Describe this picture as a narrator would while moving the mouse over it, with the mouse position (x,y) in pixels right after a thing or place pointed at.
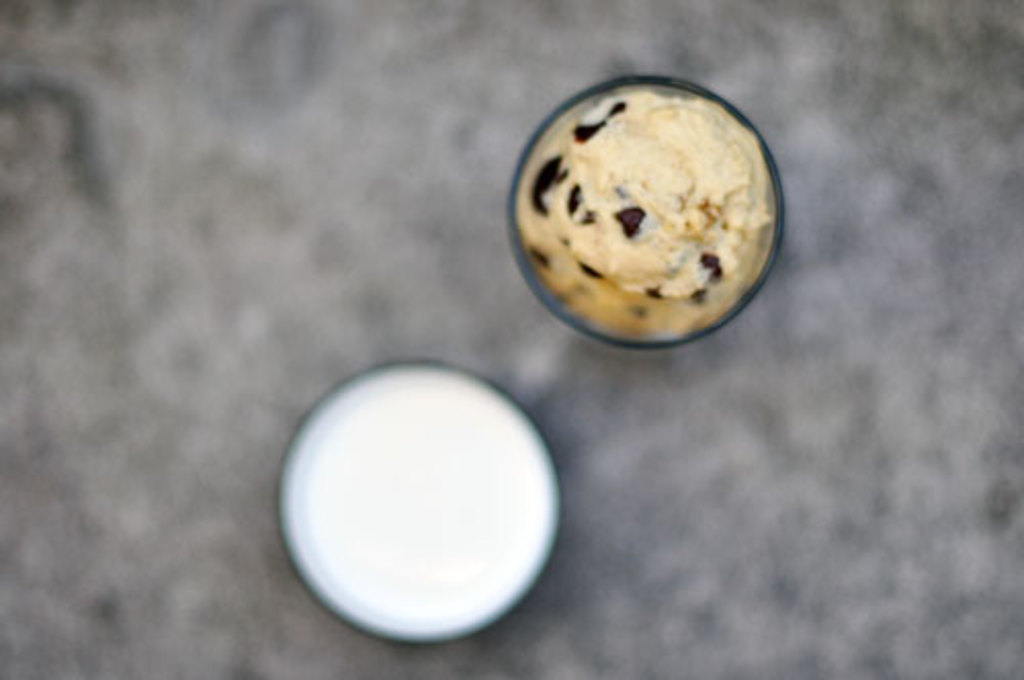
In this image we can see food (545,483) placed in the glass bowls (675,86).
